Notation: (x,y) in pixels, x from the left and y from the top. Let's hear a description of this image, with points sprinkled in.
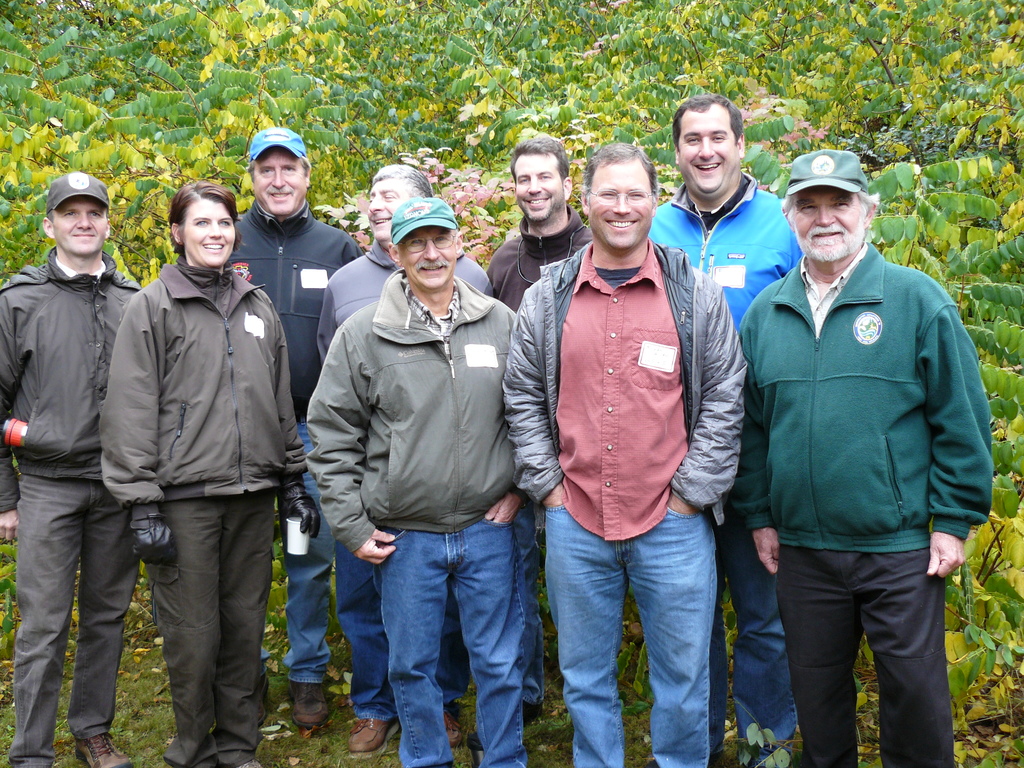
In this image there are group of persons (639,293) standing and smiling. In the background (557,53) there are plants (553,133).
